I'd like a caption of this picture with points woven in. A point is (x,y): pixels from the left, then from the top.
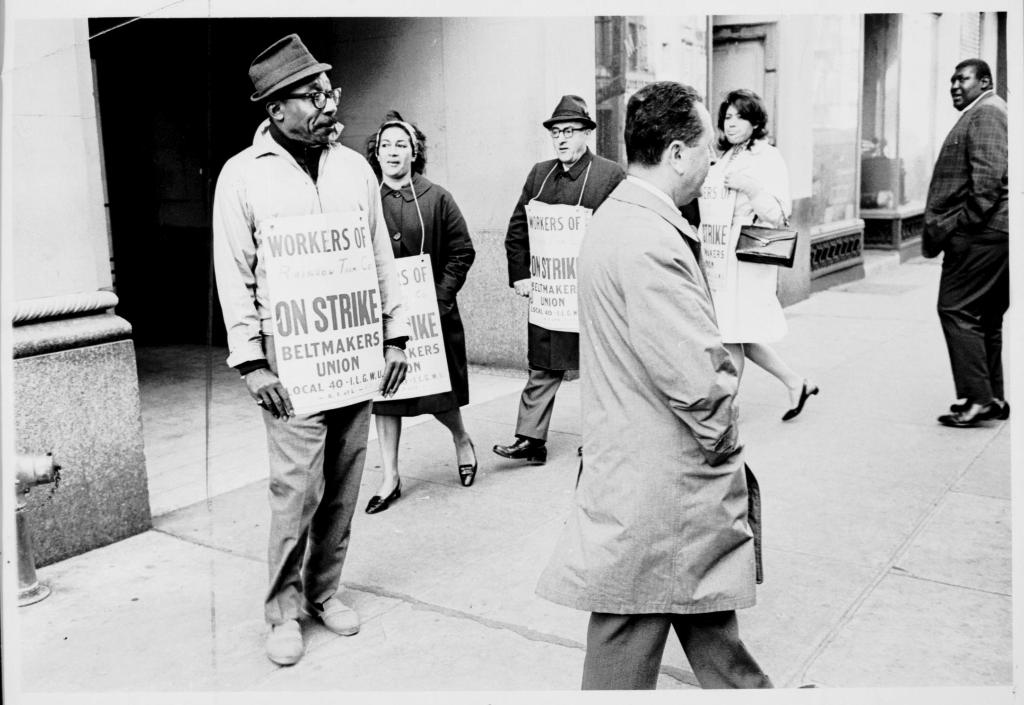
In the image in the center (544,380) we can see few people (388,266) were standing and holding banners (296,293). In the background (492,140) there is a building (477,41), wall (526,52), window (613,63), pole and few other objects (46,469).
